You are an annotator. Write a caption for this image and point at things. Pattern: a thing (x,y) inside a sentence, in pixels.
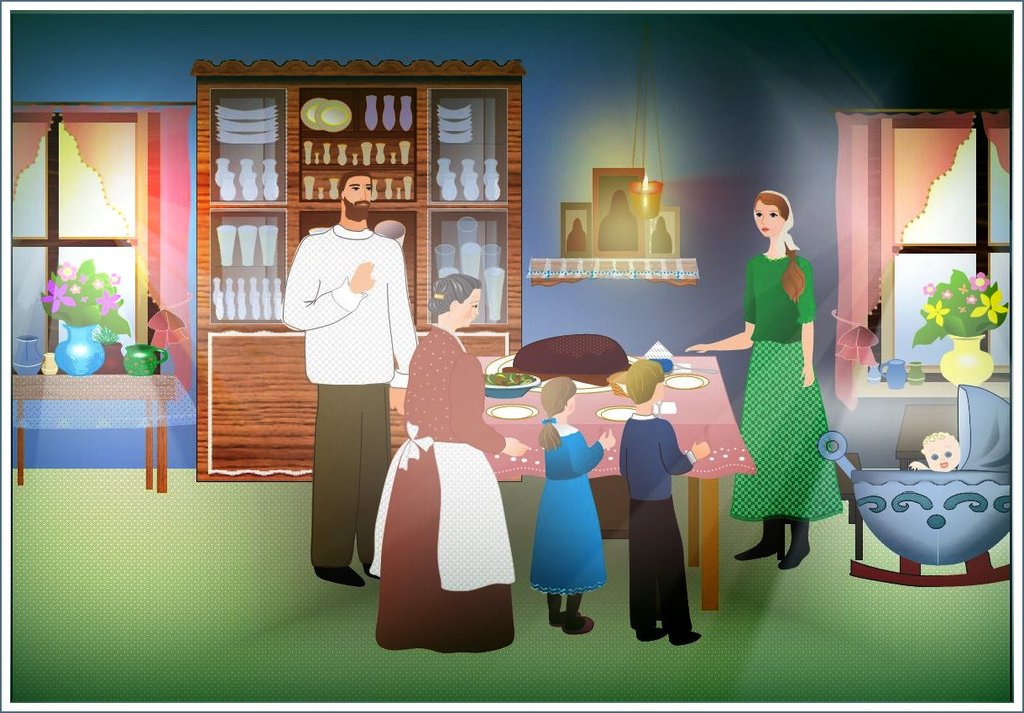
It is a cartoon image. In the image in the center (449,384) we can see few people (745,328) standing around table (680,399). On table (612,423), we can see plates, black color object (580,361) and some food items (610,382). In the background (420,109) we can see wall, window (57,342), curtains (841,385), shelf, plant pots (75,337), pots (914,380), candle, plates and few more objects (262,248). And on the right side (960,490) we can see baby (912,465) in the swing (888,493).
